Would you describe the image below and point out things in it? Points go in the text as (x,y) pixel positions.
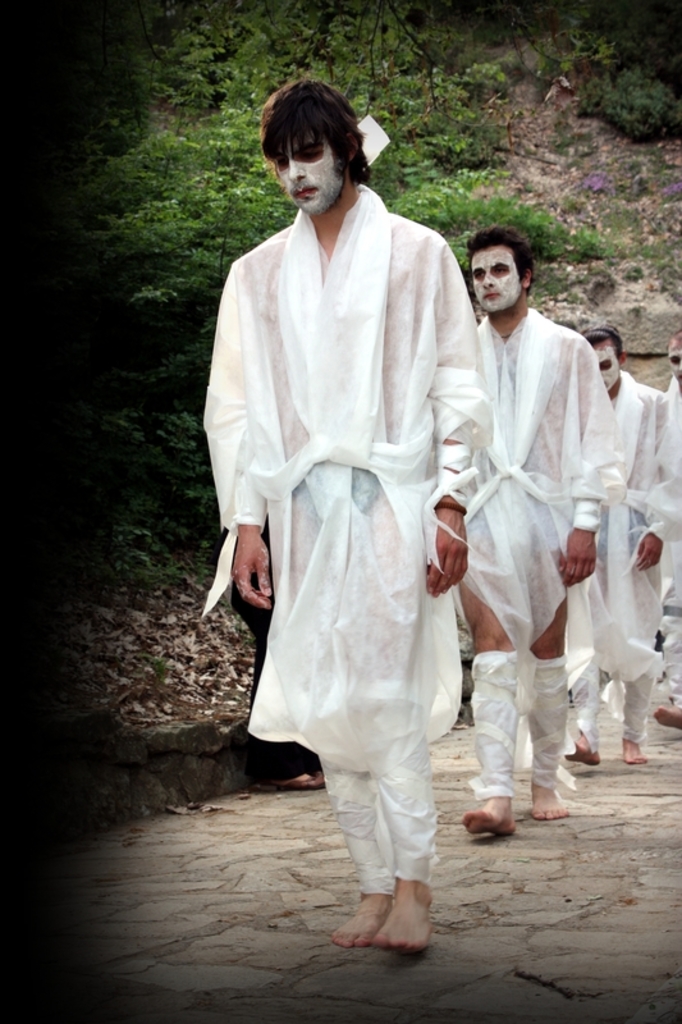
In this picture there are few persons (450,562) standing and wearing white dress (393,519) and a white paint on their face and there are few trees (230,149) in the background (158,201).
